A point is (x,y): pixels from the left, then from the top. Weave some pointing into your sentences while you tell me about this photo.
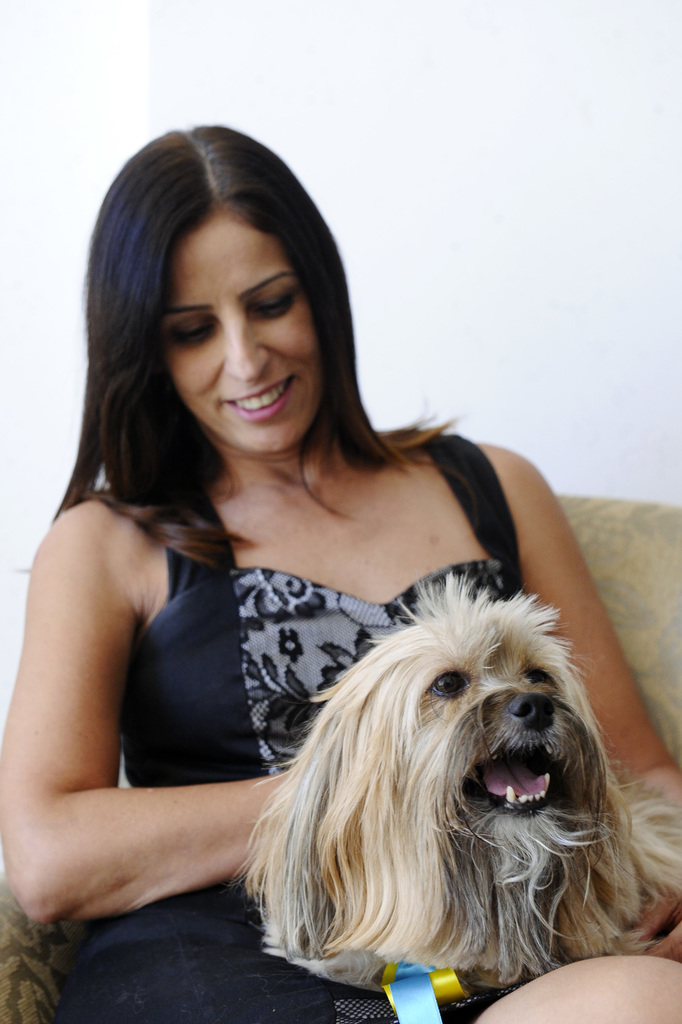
Here we can see a woman (272,326) is sitting, and holding a dog (515,681) in her hands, and at back (500,270) here is the wall (494,280).
